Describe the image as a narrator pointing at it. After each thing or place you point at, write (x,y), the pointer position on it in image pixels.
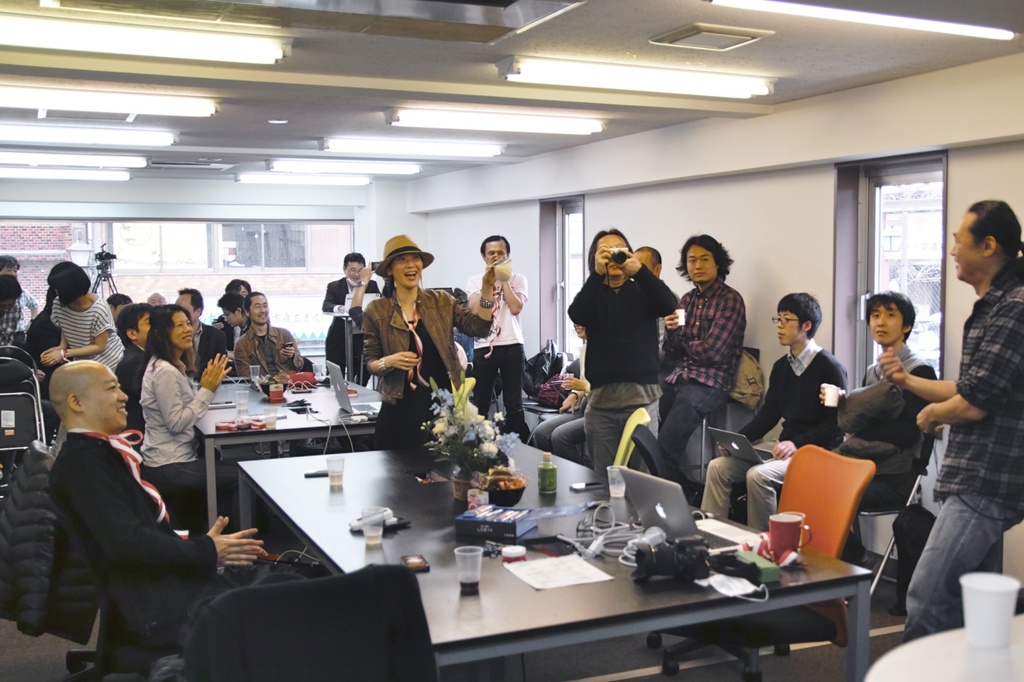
In this picture there are a group of people (368,346) standing and also some people (123,418) are sitting they have a table (582,500) in front of them which has a small plant (456,420), laptop (663,529), cables (606,538), glasses (477,552), books (522,528) tissues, coffee mugs (791,539) etc.
